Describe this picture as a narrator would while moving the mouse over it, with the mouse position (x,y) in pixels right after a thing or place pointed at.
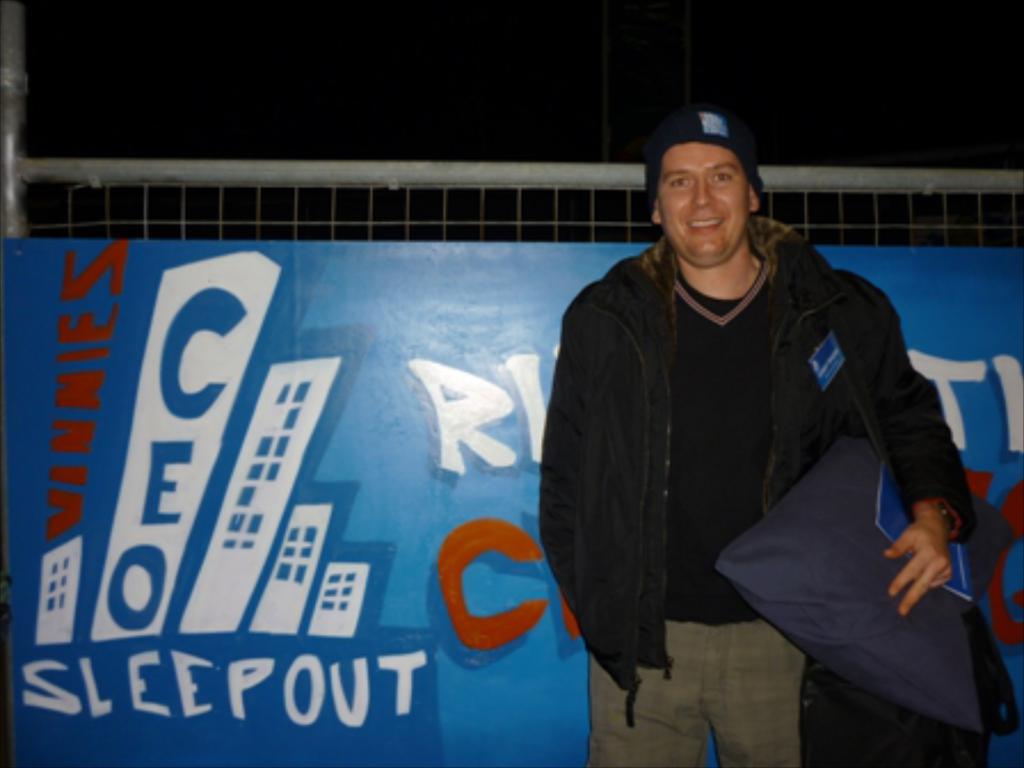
In the picture I can see a man (764,347) is standing and smiling. The man (614,312) is wearing a cap (679,139), a jacket (645,424) and holding an object (795,548) in the hand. In the background (479,535) I can see a board (314,351) which has something written on it.
